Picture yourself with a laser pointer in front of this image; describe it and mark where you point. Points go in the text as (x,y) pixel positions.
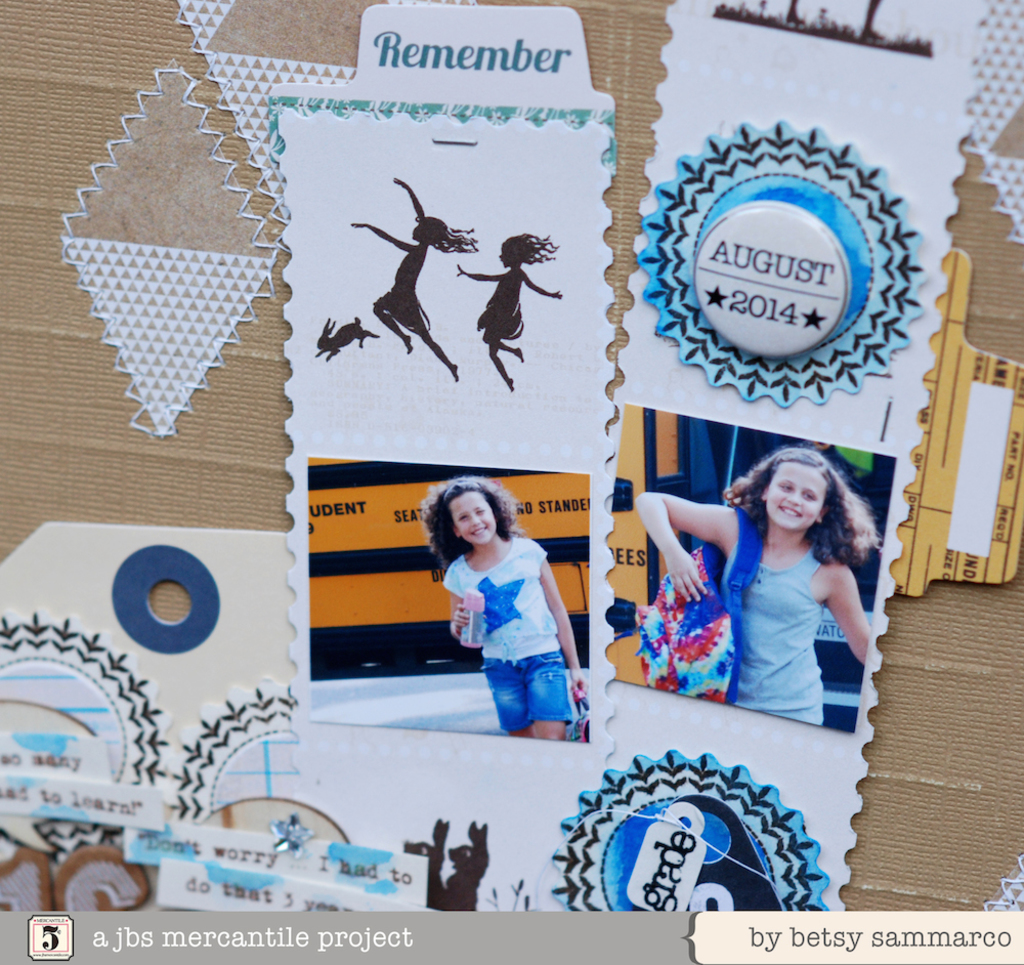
In this picture we can see few posters (580,536), in the posters (465,575) we can find few girls (682,575).
